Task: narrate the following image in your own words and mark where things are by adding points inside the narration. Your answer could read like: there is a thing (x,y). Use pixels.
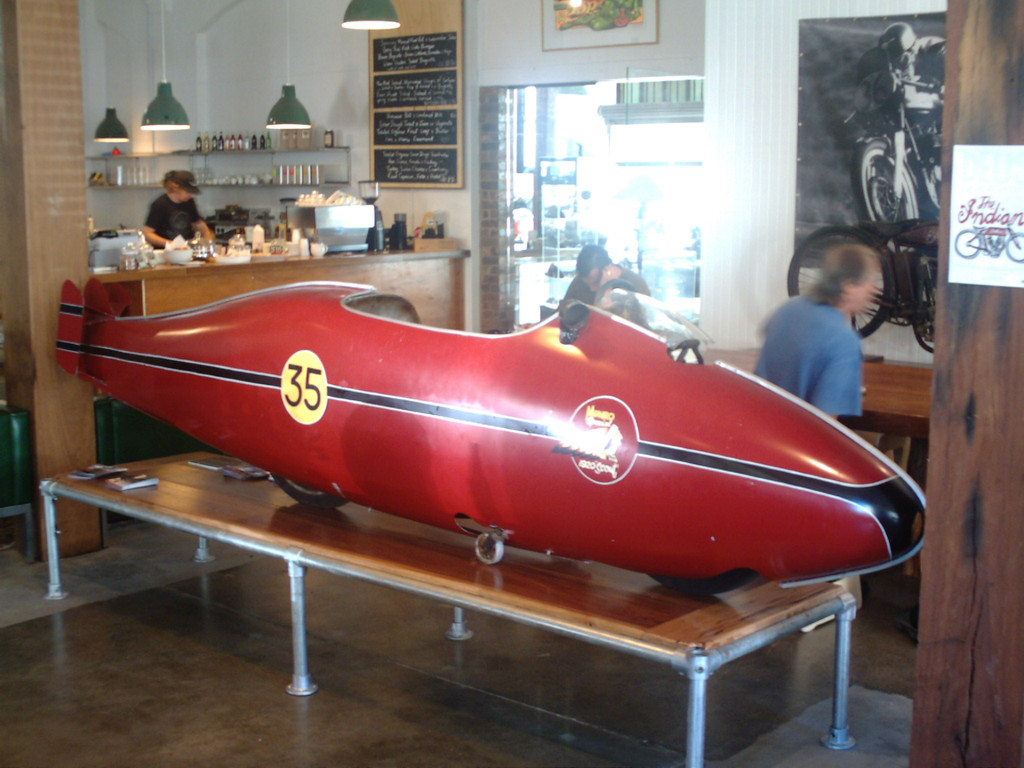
In this picture I can see red color object (523,451) on a wooden table (687,651). In the background (348,253) I can see people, table (406,261) on which I can see some objects (291,230). I can also see some lights (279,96) and white color wall (340,79) on which I can see some posters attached to it. Here I can see wooden pillars (41,219).
